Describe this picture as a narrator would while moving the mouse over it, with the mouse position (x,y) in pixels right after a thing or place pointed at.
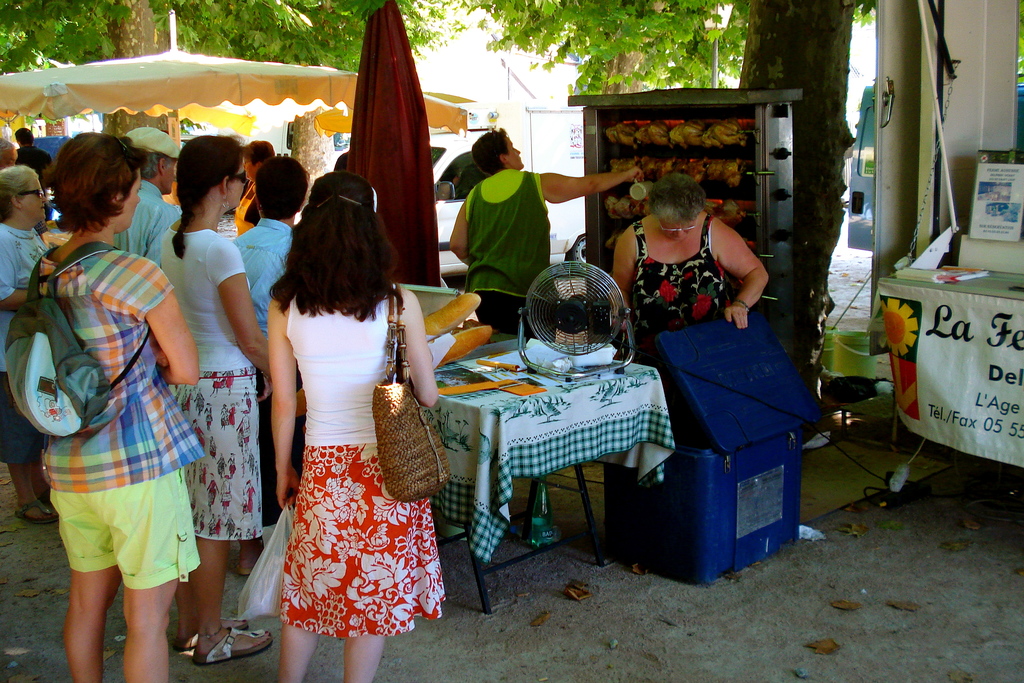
In this picture we can see that a group of girls (204,302) are standing in front of street food counter (532,427) in which one lady (683,271) is opening a big blue color container (700,488) and fan (567,304) is placed on the table (551,422) and menu card (471,378). In front a chicken grill machine (757,181) and one lady (531,215) taking out, Behind there are tree (747,23) and one door (906,82), there is a foldable roof (195,73) in the left corner (180,68).
